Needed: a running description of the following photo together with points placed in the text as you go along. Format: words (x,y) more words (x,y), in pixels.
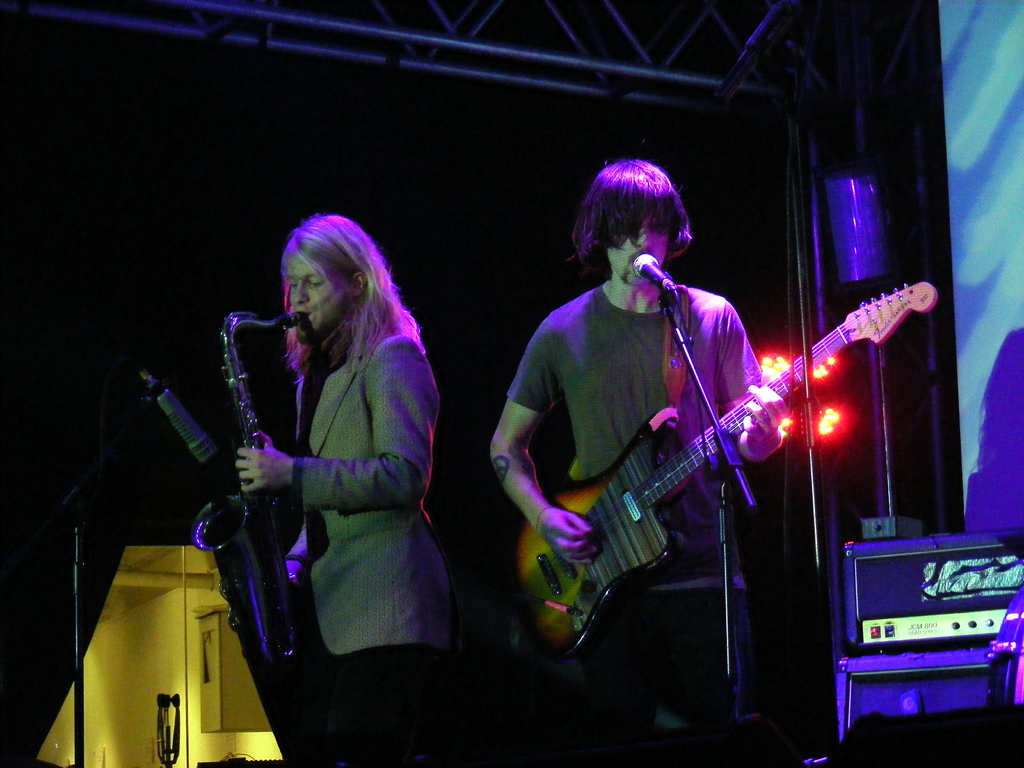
In this image I see 2 men (720,314) and both of them are holding the musical instruments (245,541) and they are standing in front of the mic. In the background (818,230) I see the lights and the equipment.
